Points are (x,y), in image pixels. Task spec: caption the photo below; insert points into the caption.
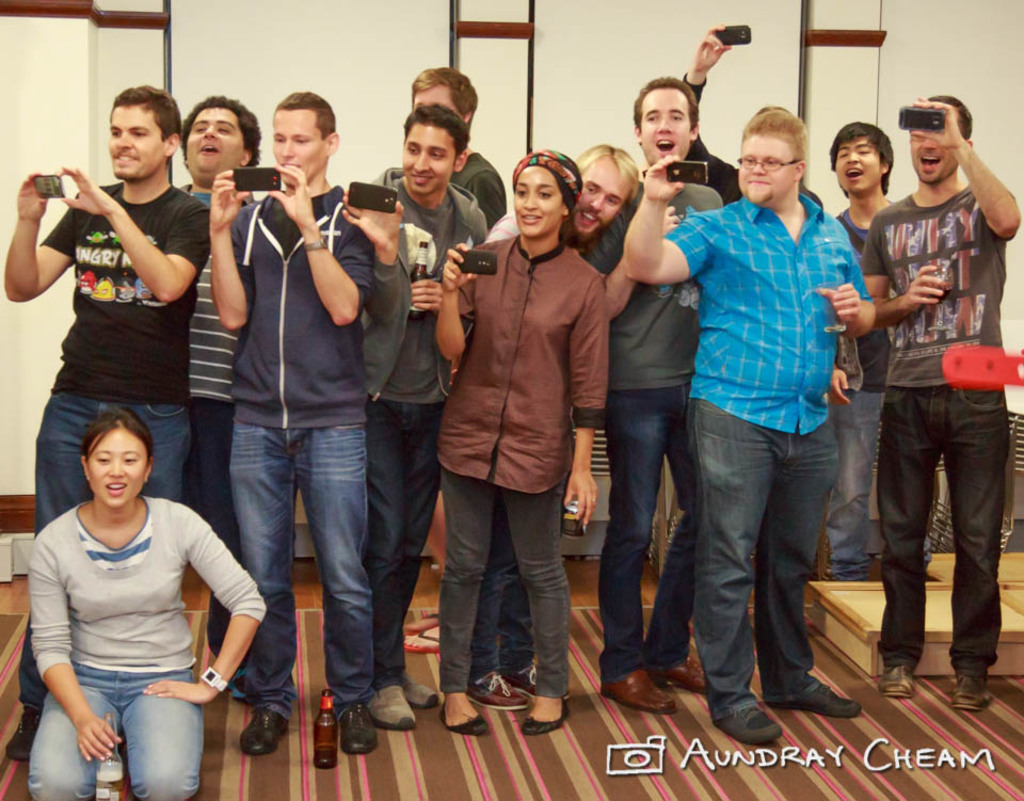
In this image there are a few people (519,346) standing with a smile on their face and they are holding mobile phones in their hands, one of them is sitting on her knees (131,747) and holding a bottle (115,744) in her hand (88,744), beside her there is another bottle (328,737). In the background (342,115) there is a wall (932,56) and at the bottom of the image (773,751) there is some text (820,760).
